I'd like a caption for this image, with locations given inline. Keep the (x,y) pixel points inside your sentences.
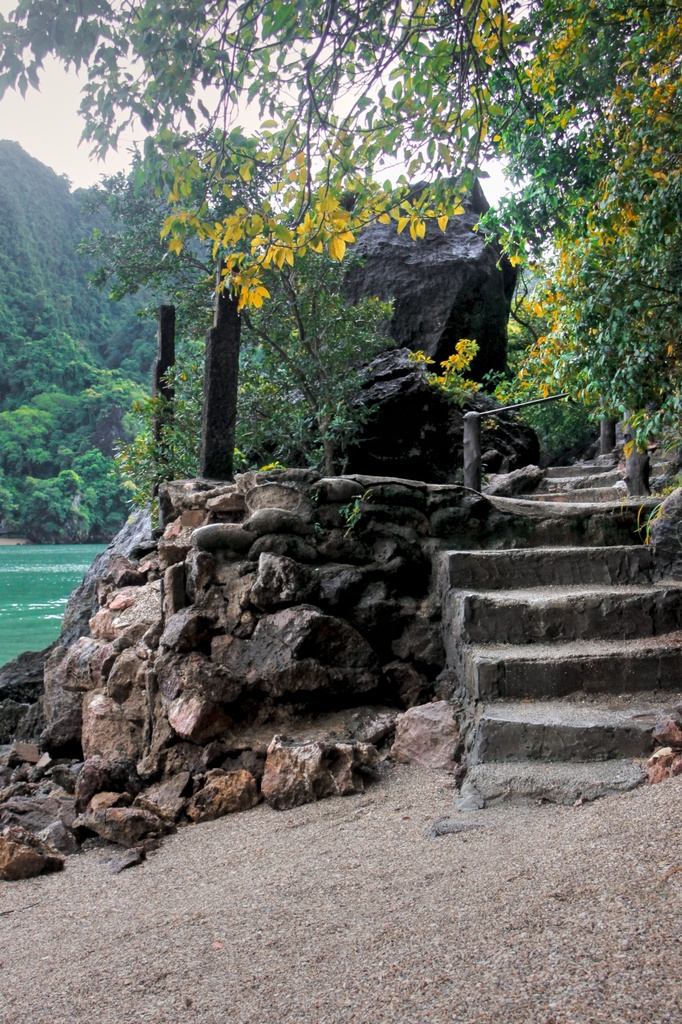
In the background (547,199) we can see the sky (25,101), trees (175,201). In this picture we can see the rocks (407,287), stairs (539,764), wooden poles (644,471) and the water (86,555). At the bottom portion of the picture (324,916) we can see the sand (361,995).
